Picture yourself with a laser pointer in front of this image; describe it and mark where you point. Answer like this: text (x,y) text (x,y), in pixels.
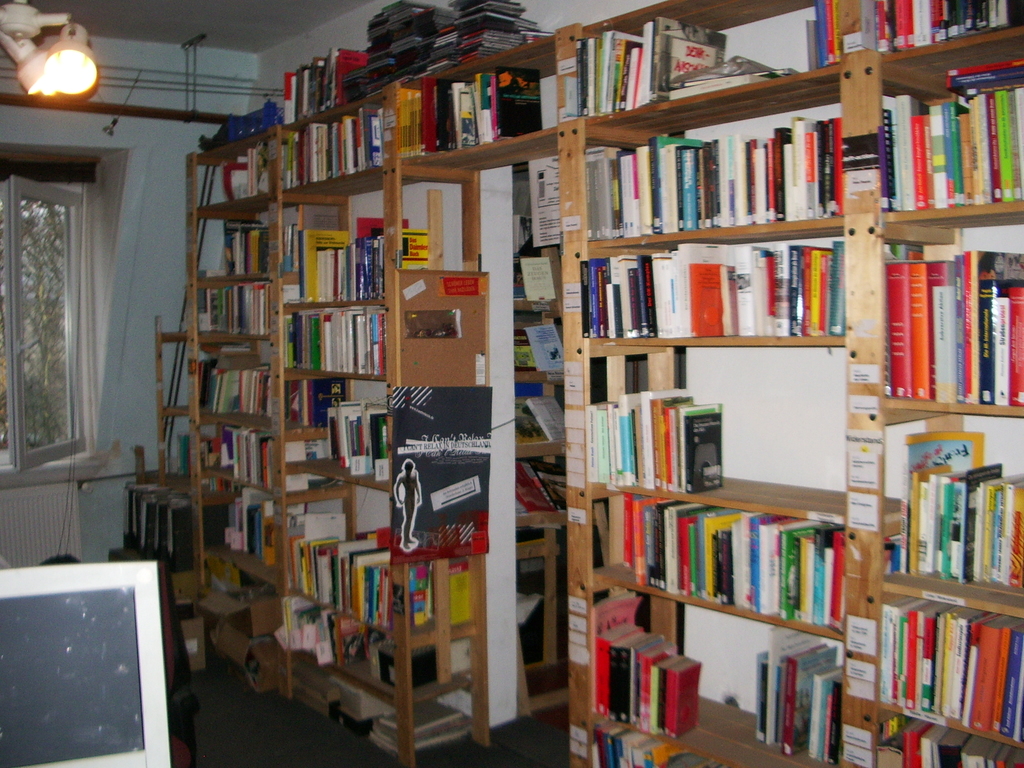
In this picture I can see books (1001,704) in the racks (869,130), there is a monitor (76,695), light (6,9), and in the background (8,221) there is a window (8,221).
